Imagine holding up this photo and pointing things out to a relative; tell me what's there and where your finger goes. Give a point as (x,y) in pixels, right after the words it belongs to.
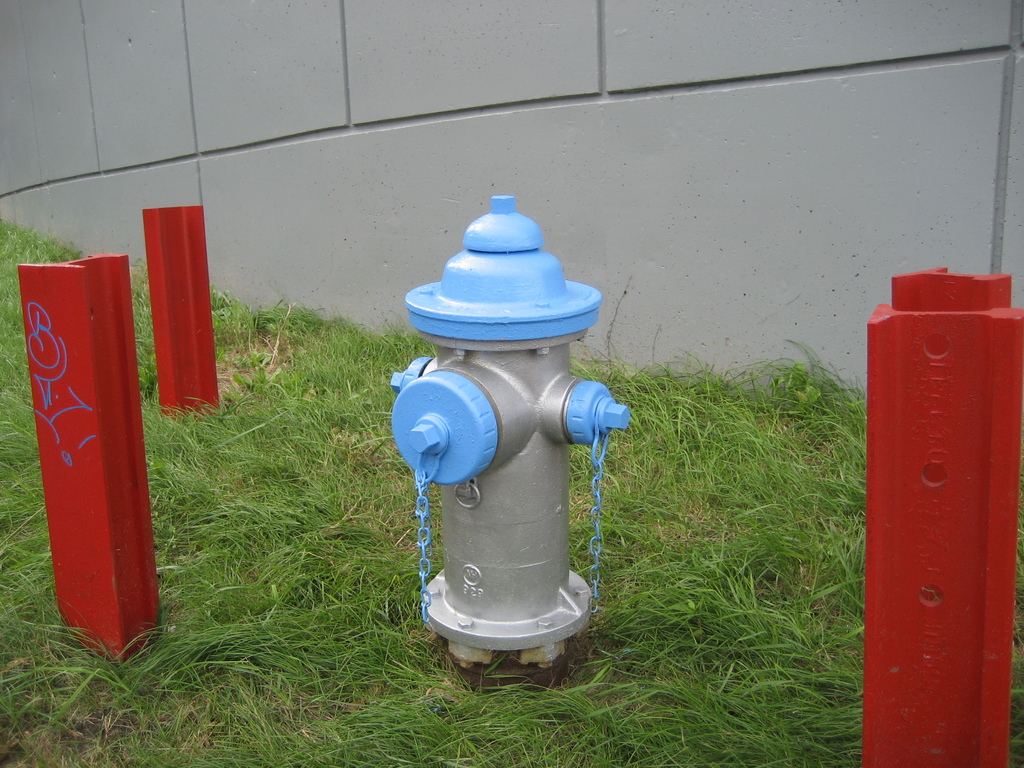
In this picture we can see a hydrant (406,430), grass (683,396), poles (208,300) and in the background (135,75) we can see the wall (409,122).
